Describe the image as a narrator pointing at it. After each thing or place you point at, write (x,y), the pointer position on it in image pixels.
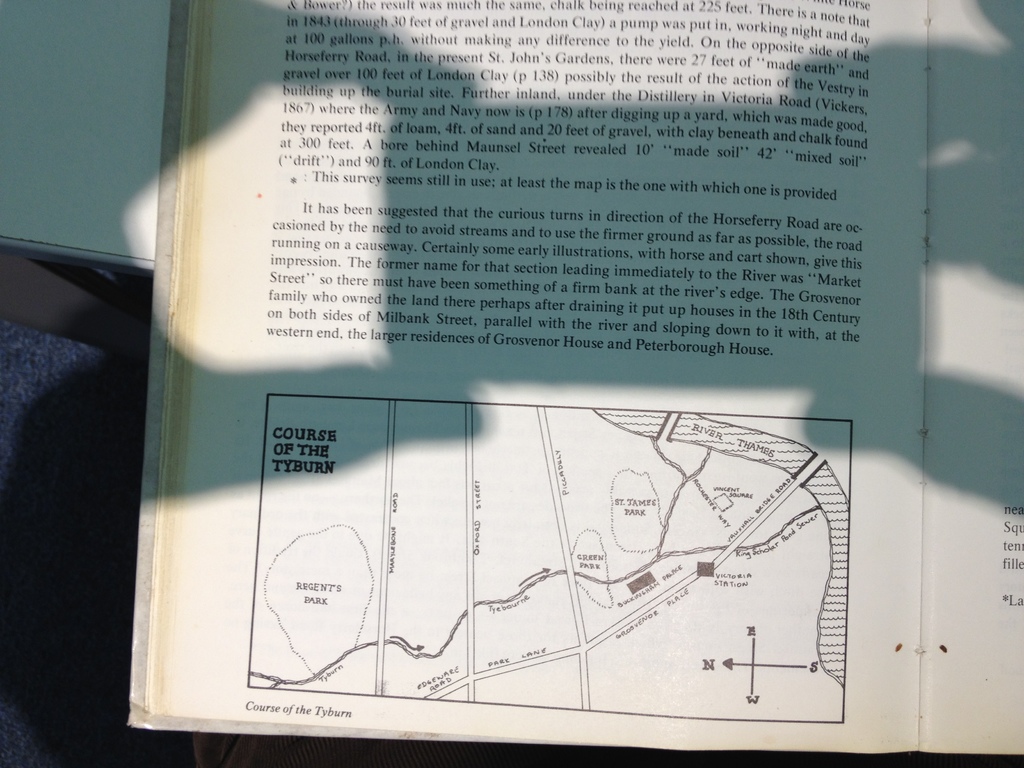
In this picture I can observe text (395,36) in the book (334,466). In the bottom of the picture (503,604) I can observe a diagram (429,521).
